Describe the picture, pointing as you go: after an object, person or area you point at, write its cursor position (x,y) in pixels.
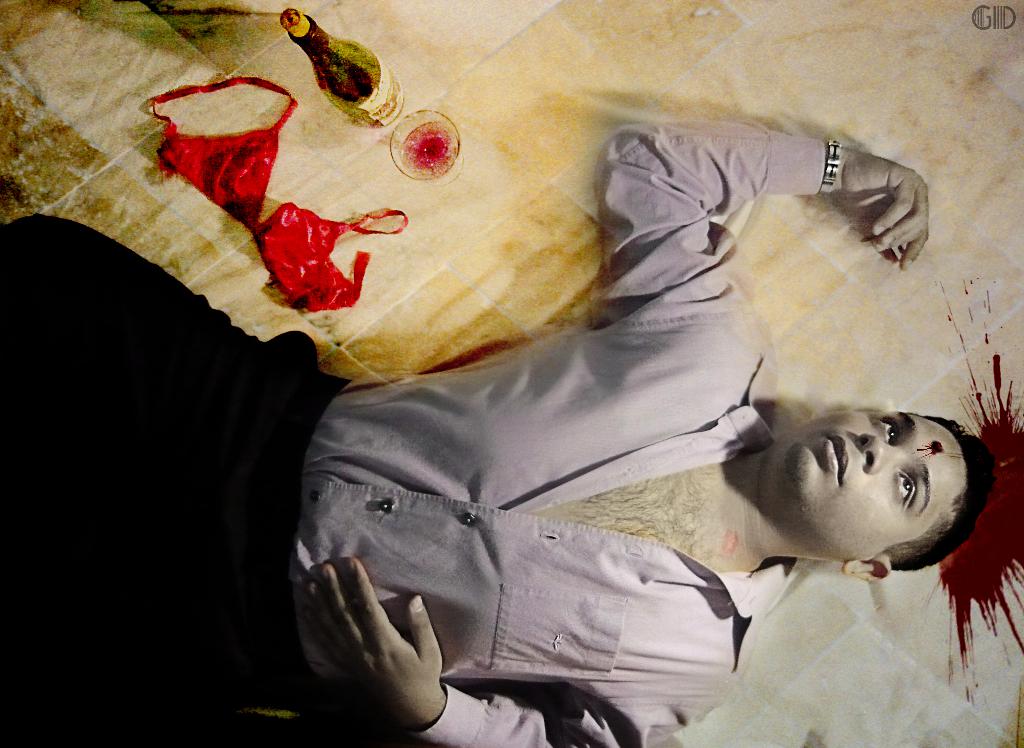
In this image we can see a man (399,528) lying on the floor (793,327) and on the floor (972,385) we can see the blood (975,564), a bottle (366,101), glass (428,117) and also the inner wear (258,152) of a woman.
